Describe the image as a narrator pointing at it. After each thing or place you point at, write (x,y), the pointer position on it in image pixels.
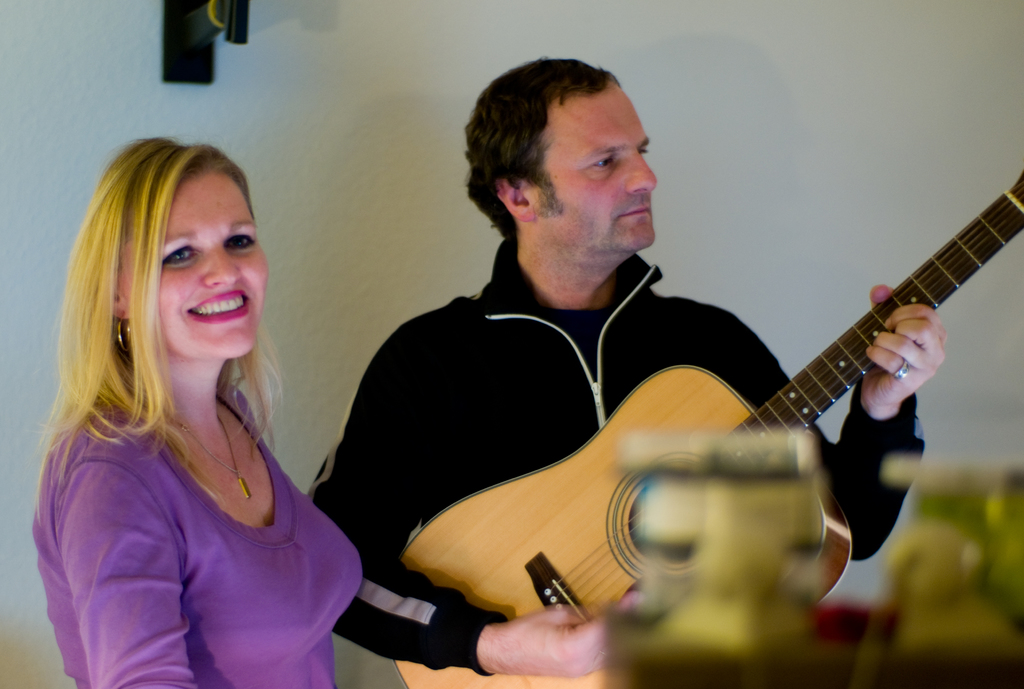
This picture shows a man (438,663) playing a guitar (462,678) and we see a woman (205,324) standing with a smile (244,294) on her face (193,296).
